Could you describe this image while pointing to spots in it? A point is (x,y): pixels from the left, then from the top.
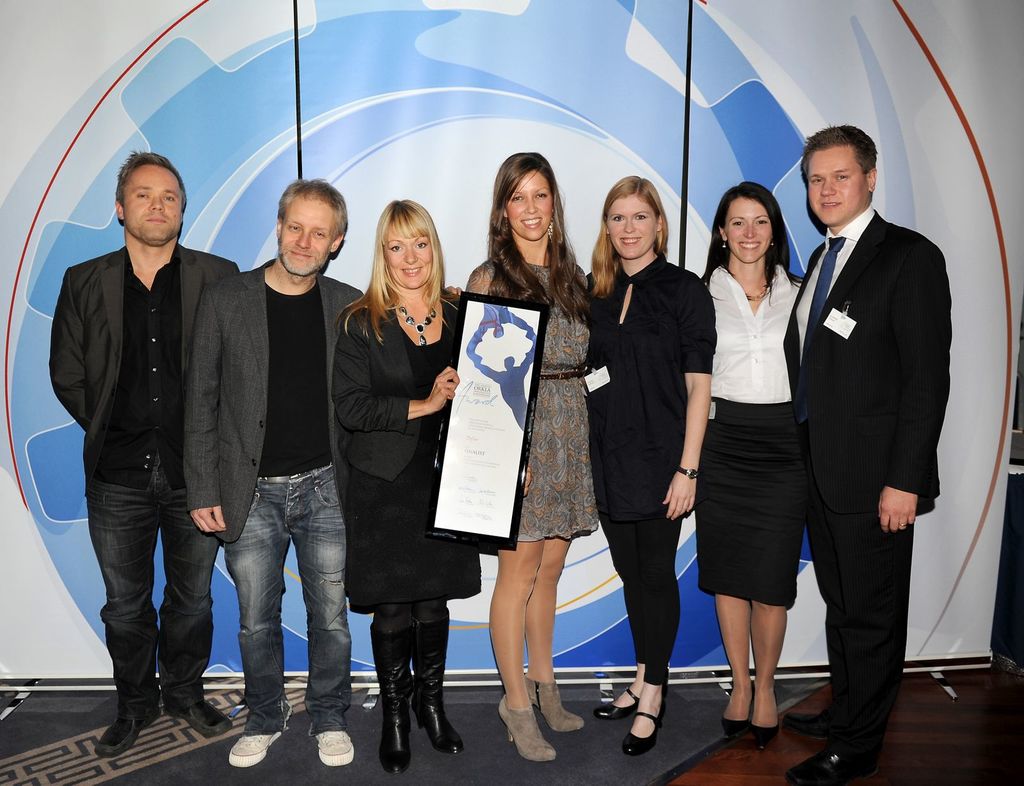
In this image, there are a few people (464,546). Among them, we can see a lady (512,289) holding an object (487,514). We can see the ground (481,736). In the background (766,70), we can see the banner (779,26) with some image (192,229).
